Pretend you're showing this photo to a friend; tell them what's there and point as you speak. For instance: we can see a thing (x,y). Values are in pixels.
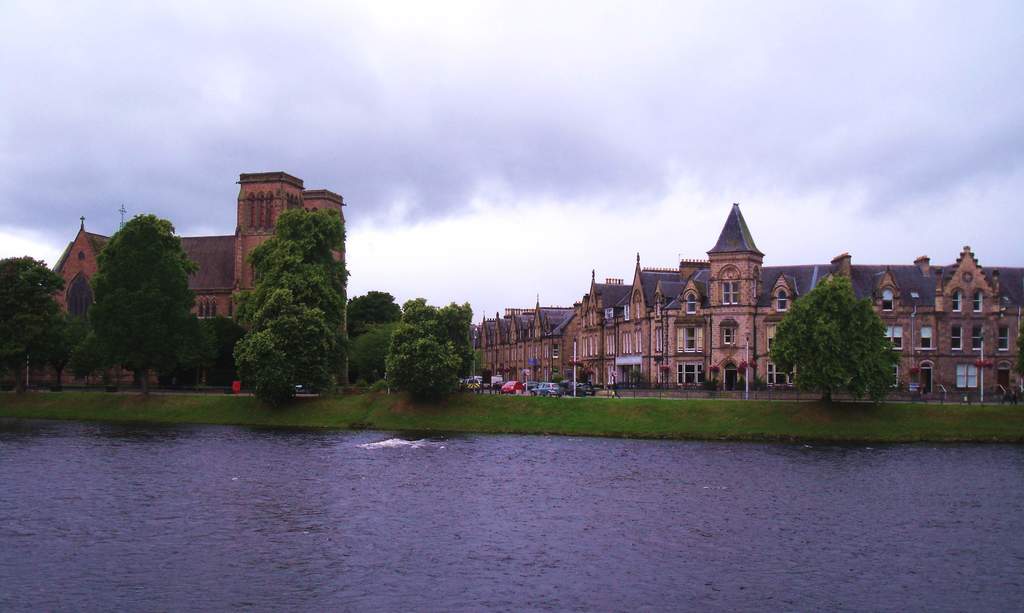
In this image, I can see the buildings (775,310), trees (817,318), vehicles (582,381), poles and there is water (568,532). In the background (470,245), I can see the sky (387,67).
